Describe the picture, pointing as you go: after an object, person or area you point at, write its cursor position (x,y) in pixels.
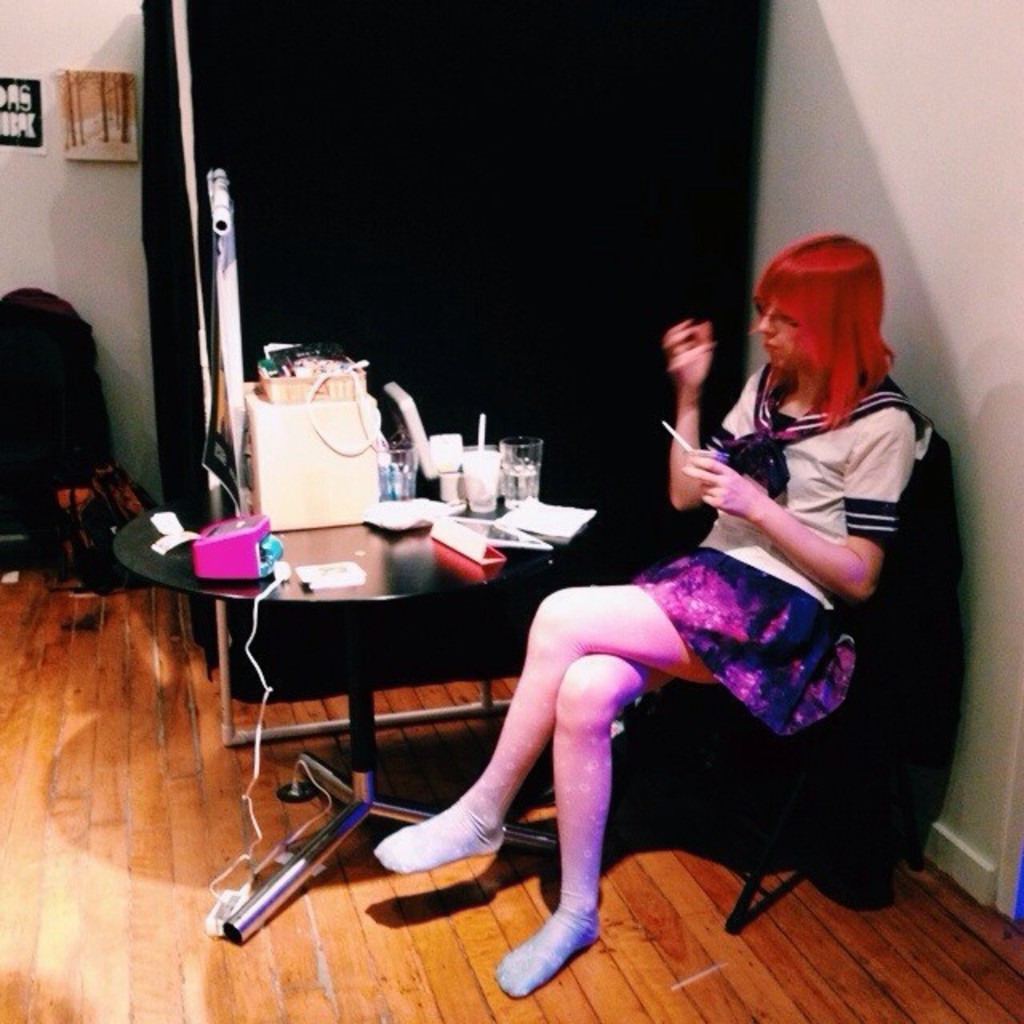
In this image in the center (380,601) there is a table (364,597) which is black in colour. On the table (343,590) there are glasses (391,456), there are papers (543,517) and there is an object (217,551) which is pink in colour. On the right side (811,522) there is a woman (794,534) sitting on a chair (732,715). In the background (369,204) there is black colour object (430,219) and on the left side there are objects (40,428) which are on the floor (25,628) and on the wall (69,171) there is a frame (92,126) and there is a poster (22,117) with some text (25,122) written on it.
